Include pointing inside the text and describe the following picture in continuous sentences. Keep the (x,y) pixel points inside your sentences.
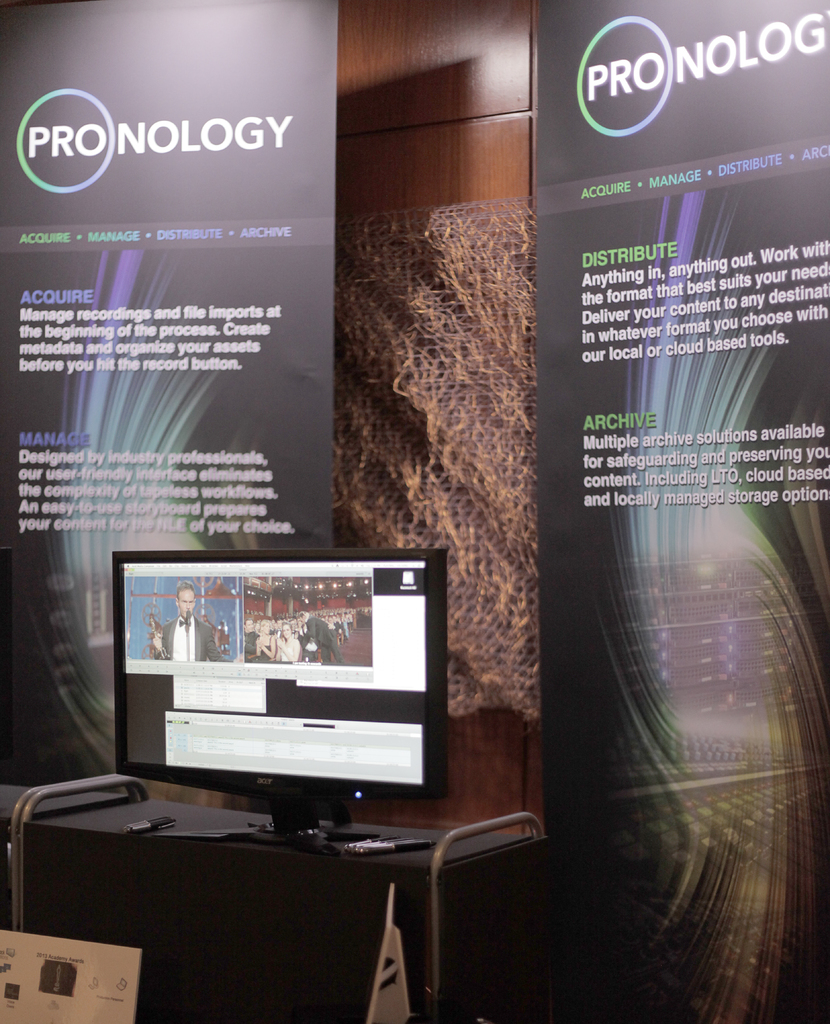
In this image, we can see a black color monitor (415,759) kept on the table (186,847), there are two black color posters (167,353).
